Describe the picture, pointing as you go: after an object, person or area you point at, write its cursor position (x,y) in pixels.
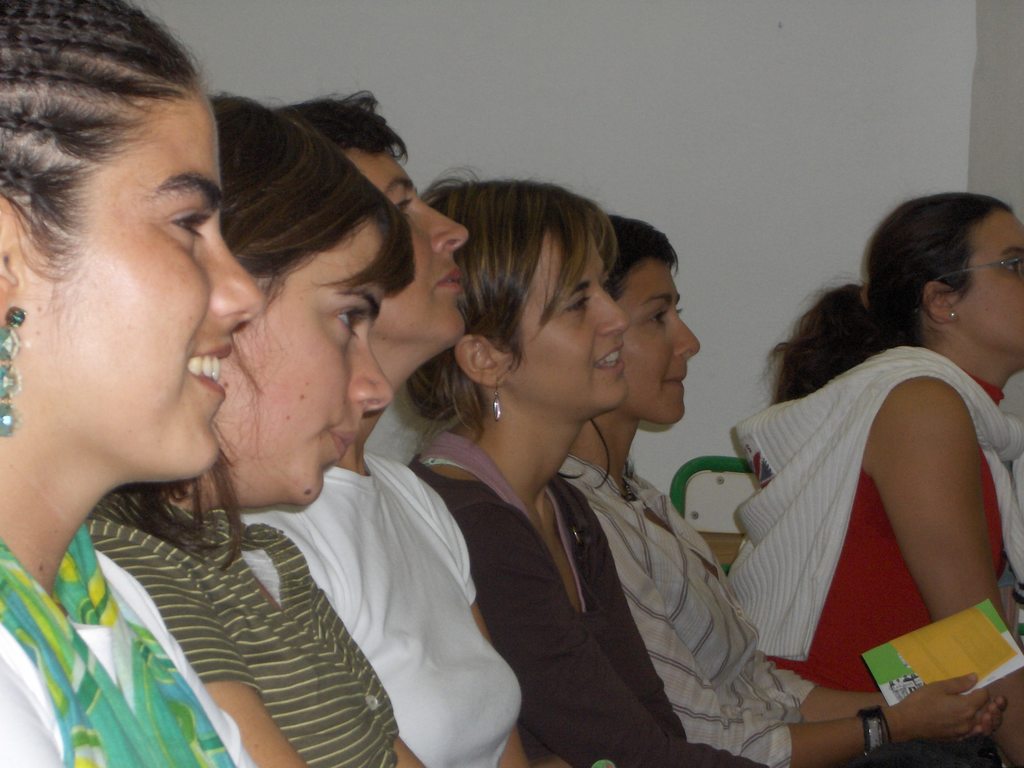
In this picture I can observe some women (828,465) sitting in the chairs (747,482). Some of them are smiling. In the background (698,430) there is a wall (598,34).
